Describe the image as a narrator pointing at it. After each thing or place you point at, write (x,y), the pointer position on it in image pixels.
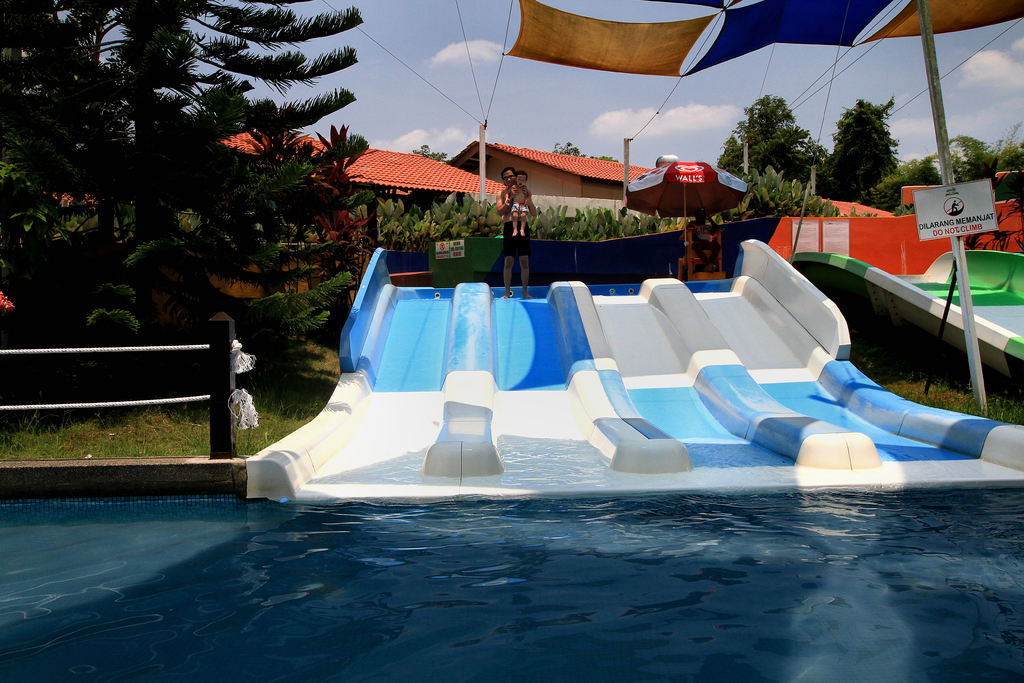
This image consists of a man (507,255) holding a kid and standing on the slider (565,378). At the bottom (551,516), there is water (404,578). In the background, there is a house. On the right (698,171), we can see many tents (712,14) and an umbrella (712,181). On the left (177,137), there are trees (347,62). At the top (433,58), there are clouds (442,58) in the sky (412,103). At the bottom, there is grass (134,427).
